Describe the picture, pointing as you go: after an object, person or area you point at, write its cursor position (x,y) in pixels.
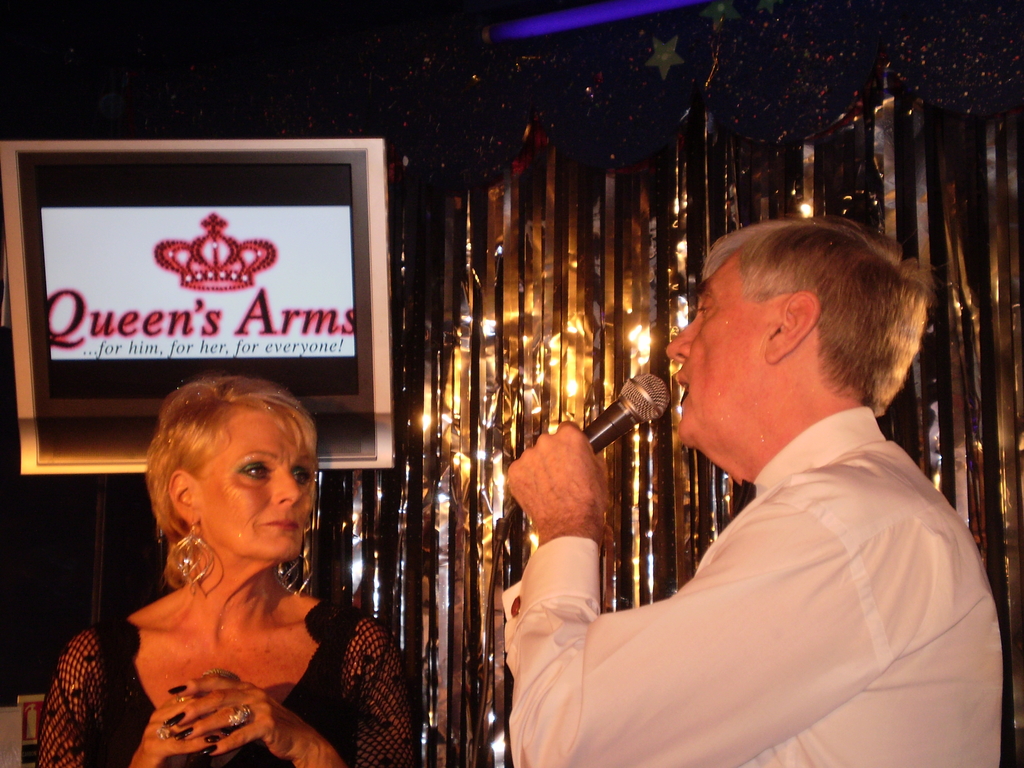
In this image I can see a person (788,503) wearing white colored dress (752,574) is holding a microphone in his hand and a woman (315,666) wearing black colored dress (331,685). In the background (578,286) I can see a decorative item (541,343) which is black and gold in color and a television screen (276,218).
